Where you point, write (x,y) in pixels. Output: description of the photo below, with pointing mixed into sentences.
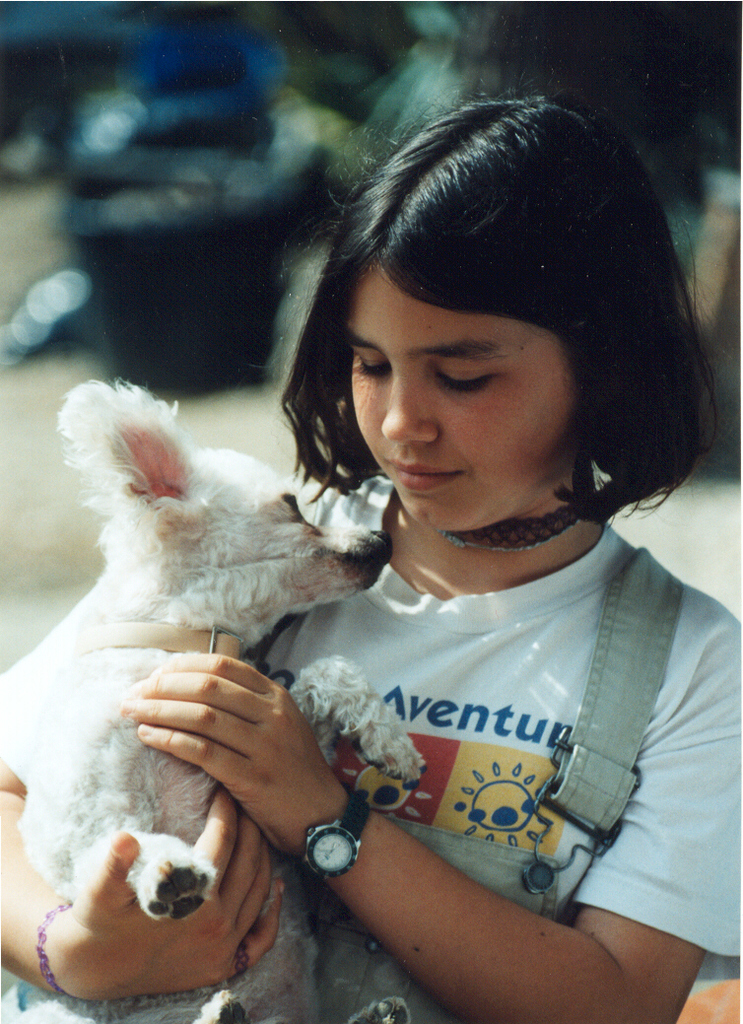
This picture is mainly highlighted with a girl (516,343) holding a puppy (208,774) in her hands (206,766). She has a short hair (497,246) in black colour. Background (142,184) is very blurry.
